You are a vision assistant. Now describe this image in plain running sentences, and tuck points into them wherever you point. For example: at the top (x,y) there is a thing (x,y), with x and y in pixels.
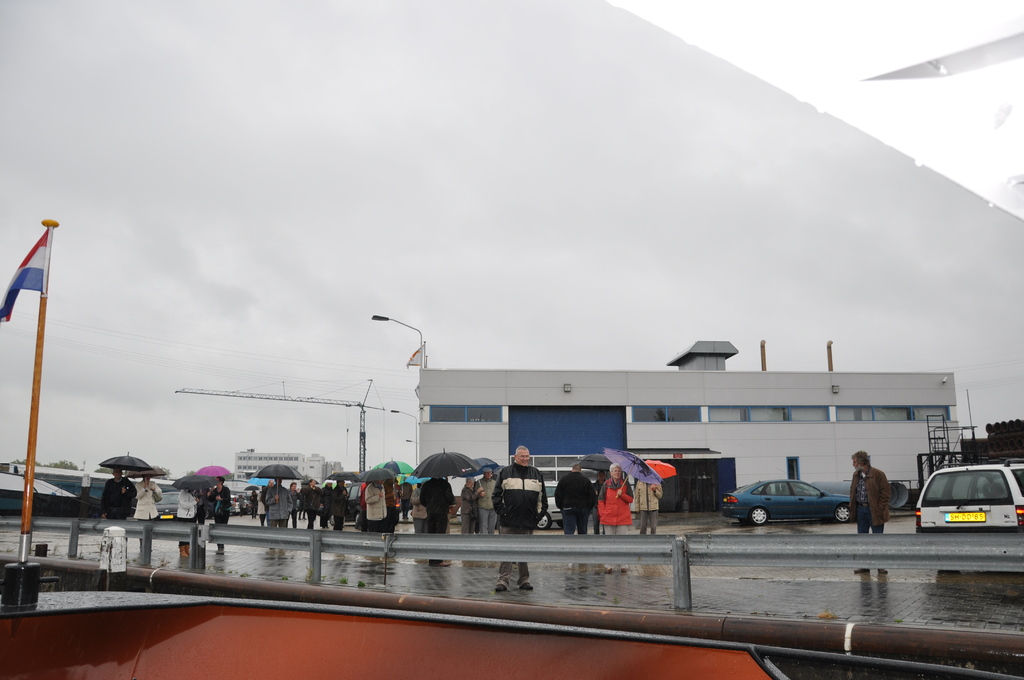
There are groups of people (290,488) standing and few people (260,507) are holding umbrellas (275,473). This is the flag (44,265) hanging to the pole (26,493). I can see two cars (810,499). This is the building (718,410) with windows (733,413). This looks like a tower crane (364,443). I think this is the street light (421,329). This is a kind of a barricade (688,551).
